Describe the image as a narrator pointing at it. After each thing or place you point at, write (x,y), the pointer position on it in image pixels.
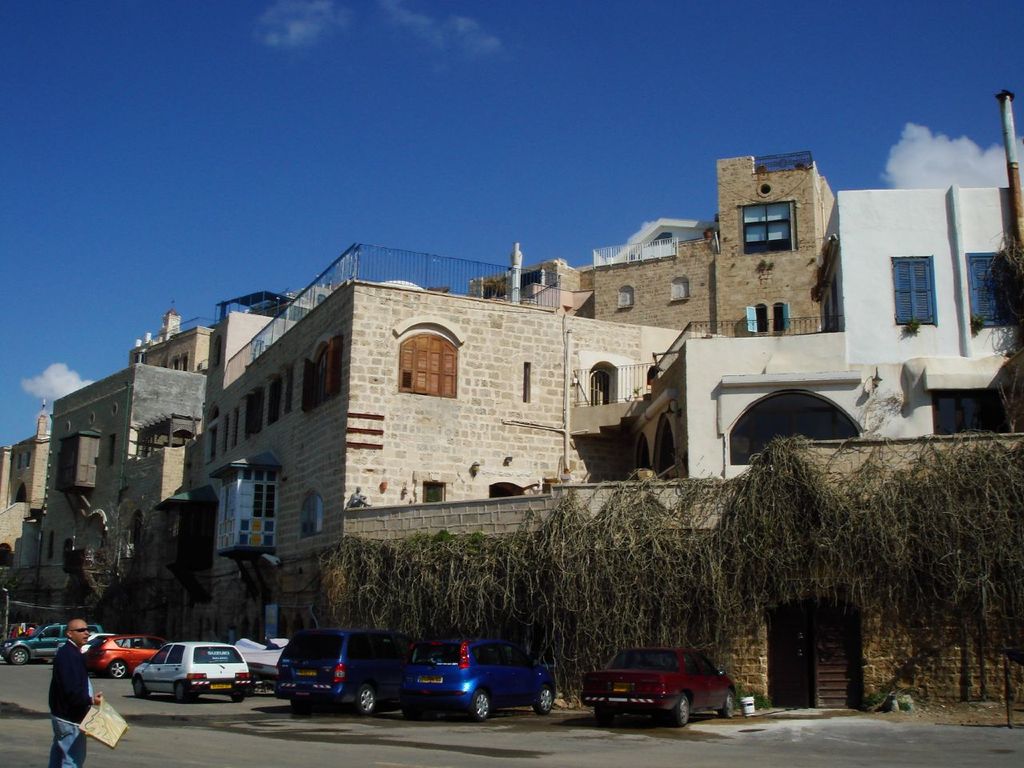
In the picture we can see some buildings (344,521) with windows (328,373) and railings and near the buildings (955,380) we can see some cars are parked and a person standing and holding something on the path (610,726) and in the background (654,153) we can see the sky (668,162) with clouds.
